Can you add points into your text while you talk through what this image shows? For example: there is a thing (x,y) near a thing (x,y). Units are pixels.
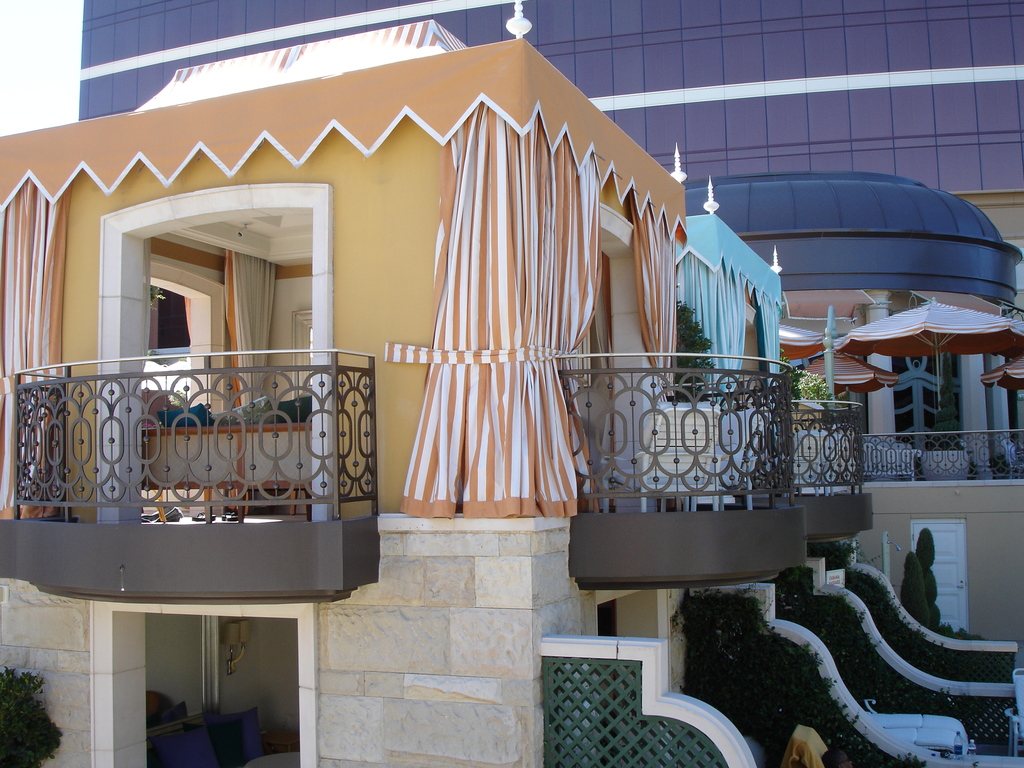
In this picture we can see few buildings (416,293), curtains (441,392), metal rods (682,355) and plants (810,587), on the right side of the image (942,352) we can find few umbrellas (877,376).
